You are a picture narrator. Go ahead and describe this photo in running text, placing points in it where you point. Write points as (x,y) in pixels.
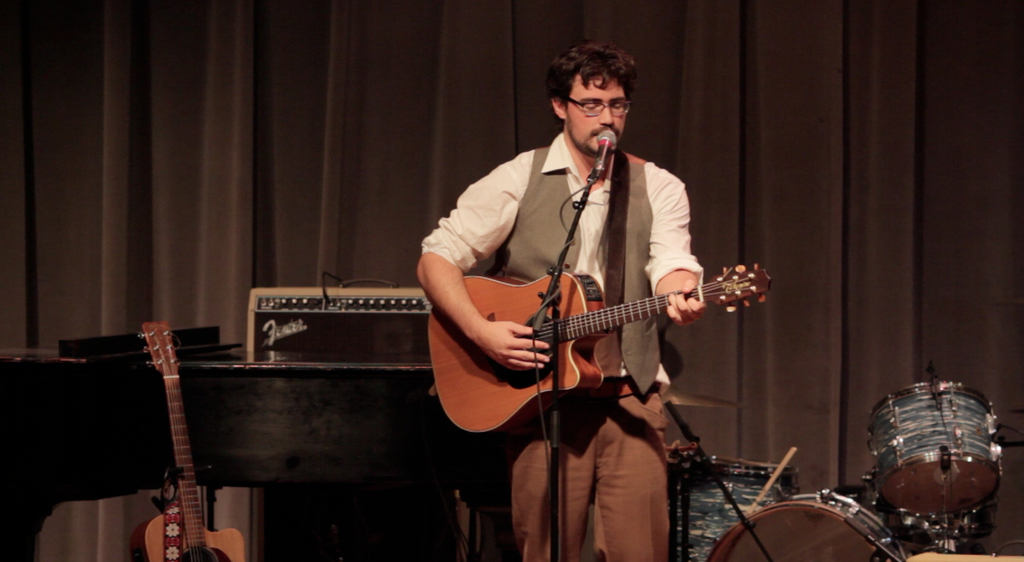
This image is clicked in a musical concert where there are drums (897,513) on the right side (896,465) and keyboard (386,416) and guitar (207,534) on the left side (215,466). There is curtain (975,215) back side. There is a person (471,310) standing in the middle (626,307), he is holding a guitar (540,301) and playing it. there is Mike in front of him. He is wearing white color shirt (664,215) and brown color pant (594,489). He is also having specs (624,107).
